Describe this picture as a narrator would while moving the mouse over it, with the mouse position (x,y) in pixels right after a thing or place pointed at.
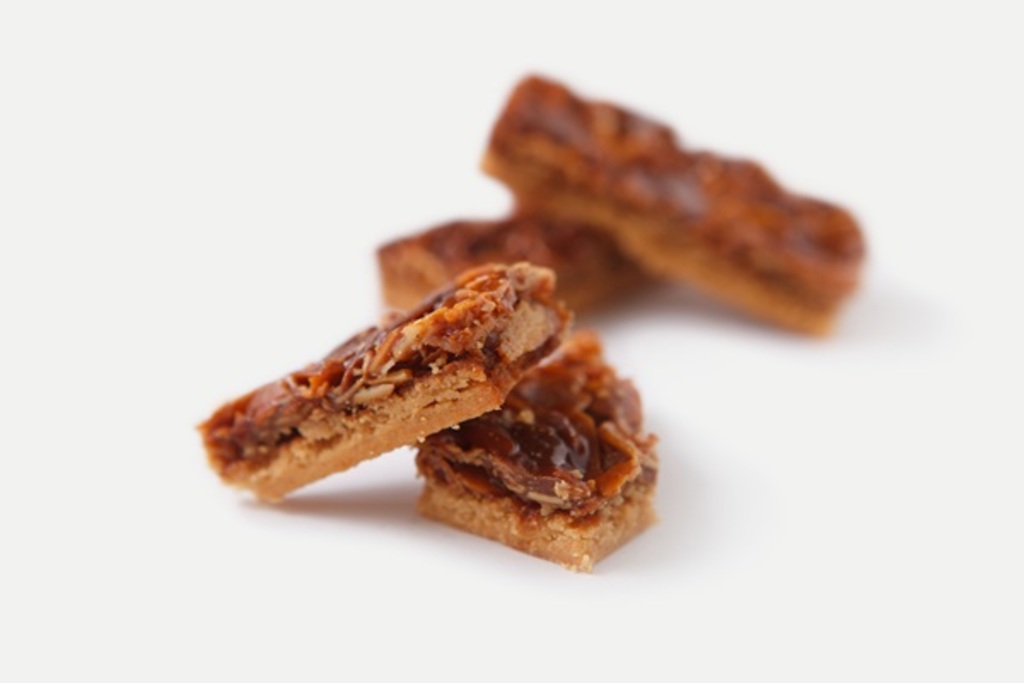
In this image we can see biscuits (369,349).
